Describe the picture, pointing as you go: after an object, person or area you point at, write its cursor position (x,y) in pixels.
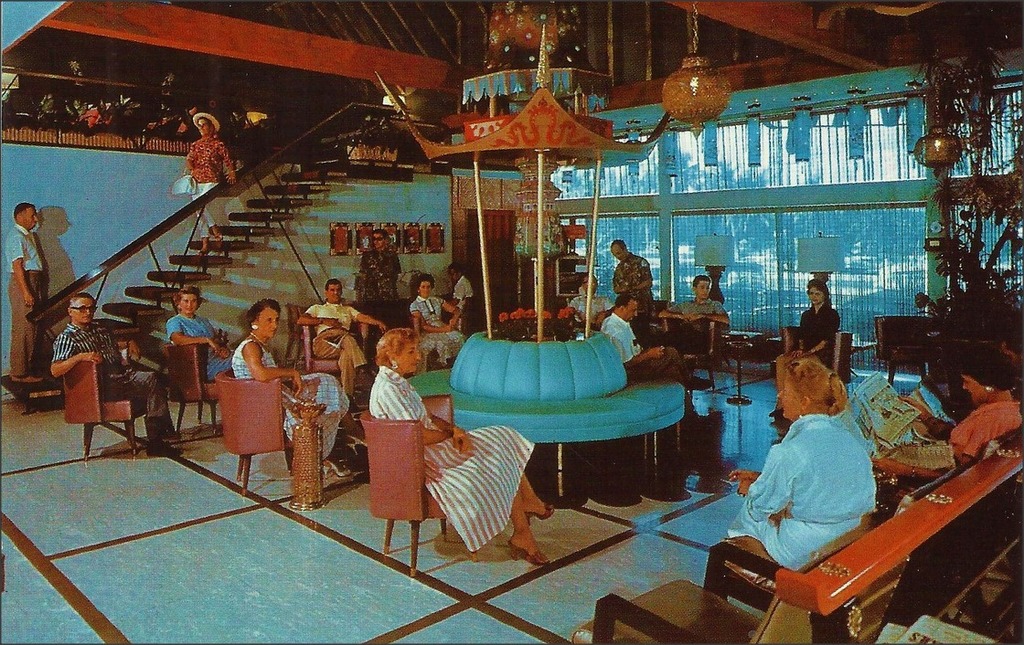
In this image people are sitting on the chair (338,371) and looking somewhere.
